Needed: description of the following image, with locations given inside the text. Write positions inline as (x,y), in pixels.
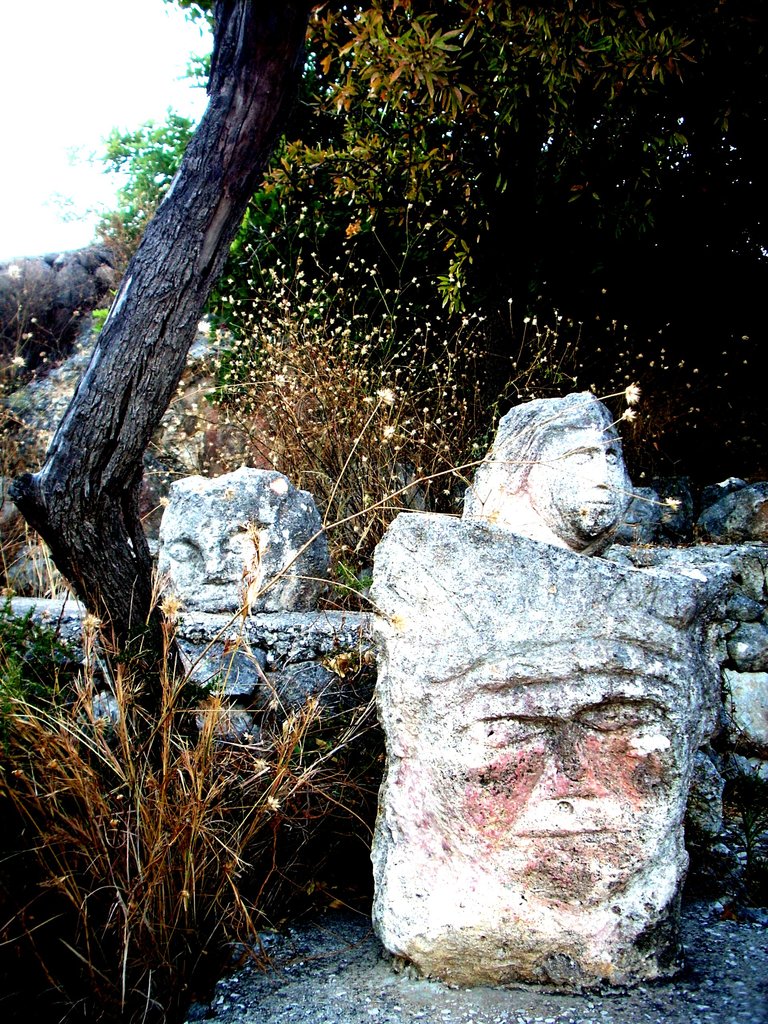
Here we can see stone carving (480,961) and trees (107,476). In the background (127,65) there is sky (104,136).
